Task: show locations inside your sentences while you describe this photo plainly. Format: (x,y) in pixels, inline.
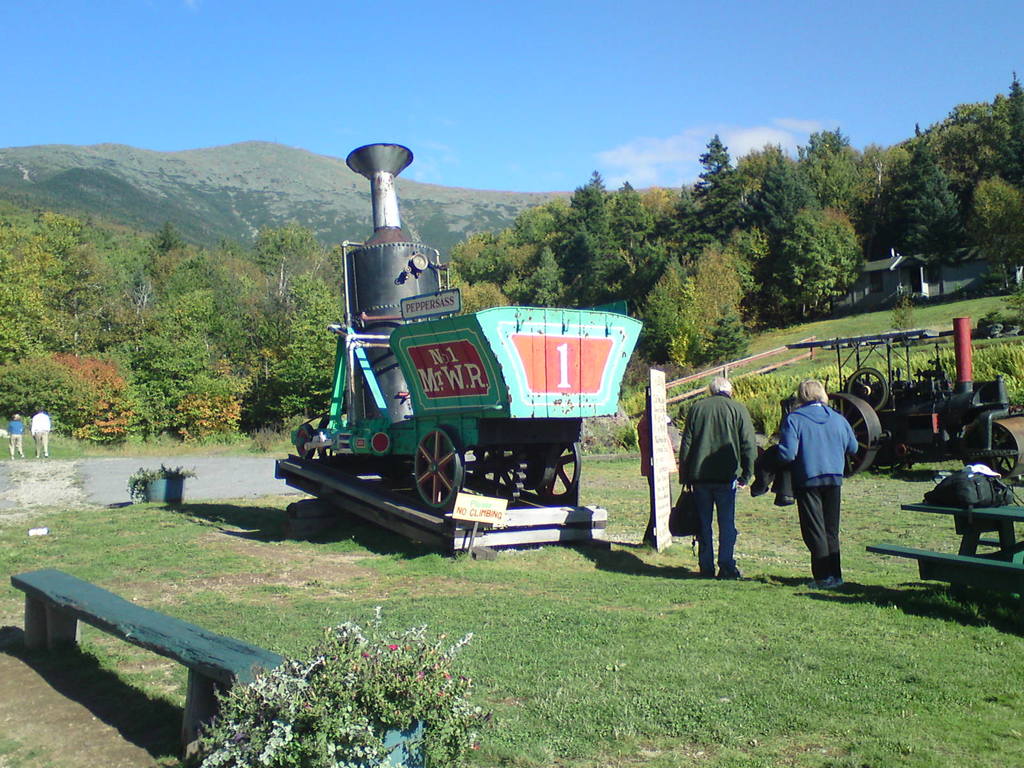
In this image I see a trolley (531,378) which is connected to this equipment (372,310) and I see a vehicle (902,409) over here and I see 2 persons (806,428) who are standing and I see the grass (509,732) and I see few benches (877,552) and I see 2 more persons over here. In the background (203,371) I see number of trees (262,315), a house (909,271) over here, mountains (141,158) and the clear sky (448,75).
